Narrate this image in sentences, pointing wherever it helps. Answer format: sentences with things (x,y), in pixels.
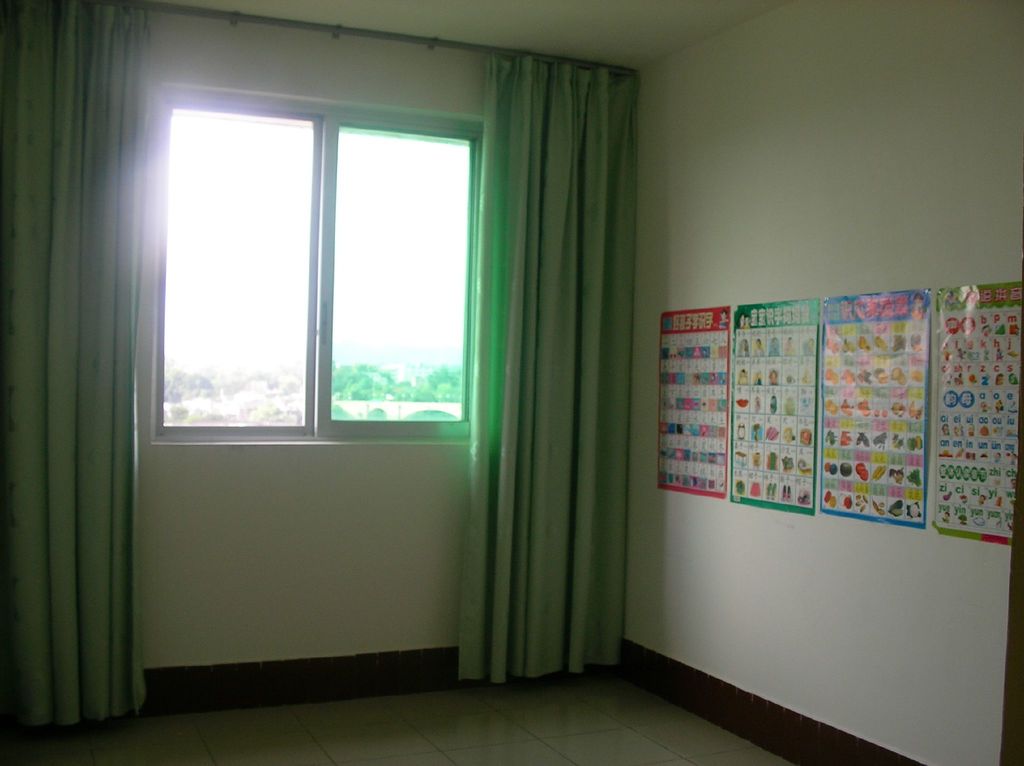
In the foreground of this image (610,676), there is a floor (485,762) at the bottom (622,725) and also we can see few posters (749,354) on the wall (739,264), curtains (573,256) and a window (397,256).
